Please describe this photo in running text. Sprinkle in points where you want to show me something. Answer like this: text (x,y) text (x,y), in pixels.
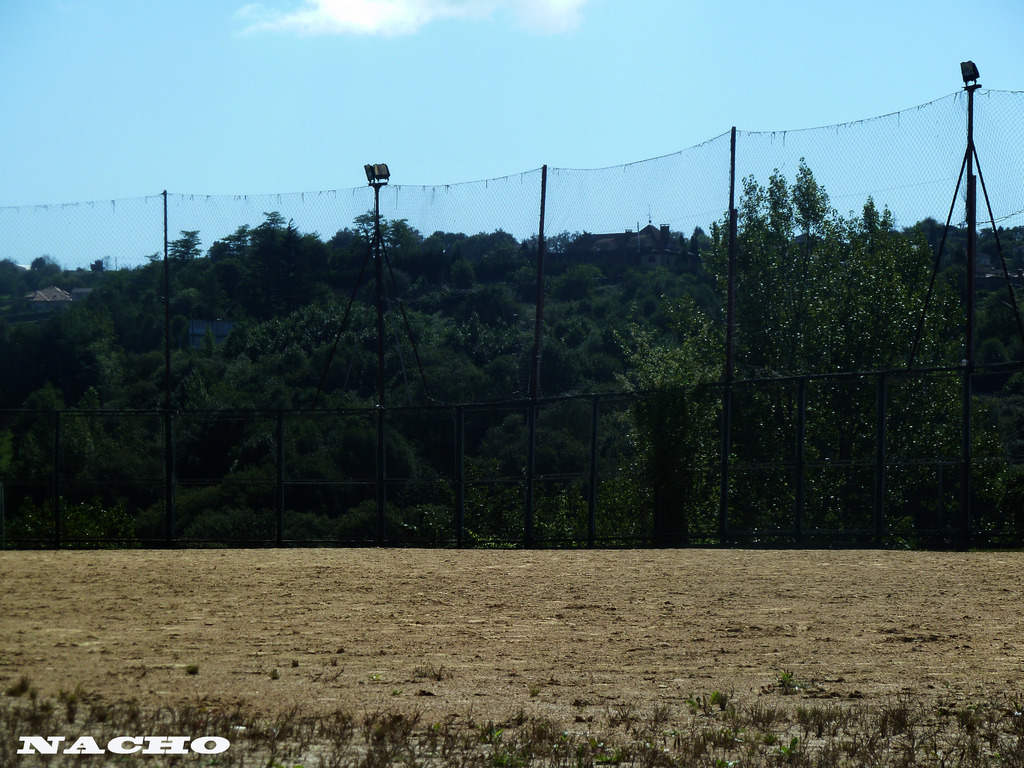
In this image there is a closed mesh fence (410,406), on top of the fence (498,485) there are focus lights (388,170), behind the fence (469,402) there are trees (323,403), at the bottom of the image (162,746) there is text (198,742).
